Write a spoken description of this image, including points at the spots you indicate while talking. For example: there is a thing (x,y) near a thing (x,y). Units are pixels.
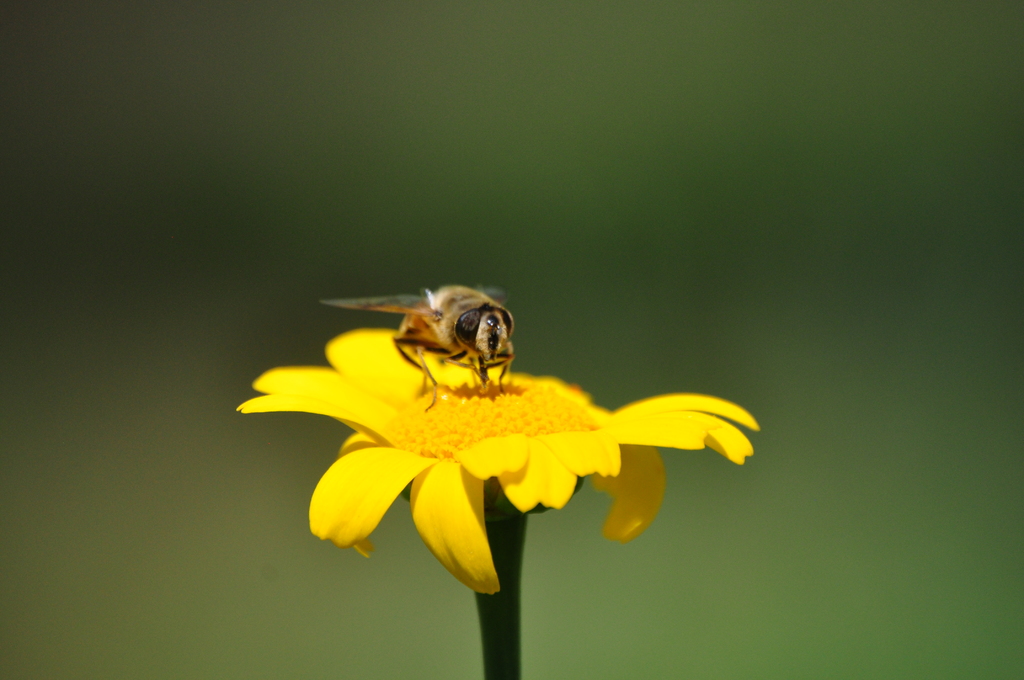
In this image we can see an insect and also the flower (447,442). The background (569,661) is blurred.
